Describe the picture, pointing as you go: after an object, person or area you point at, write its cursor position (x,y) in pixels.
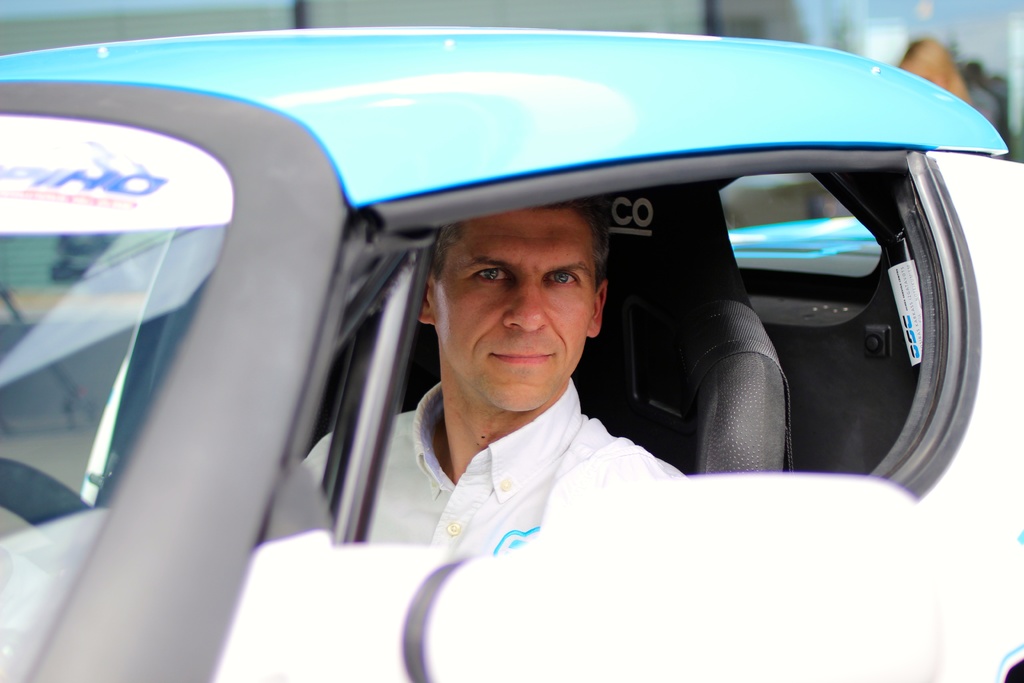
In this Image I see a man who is sitting in the car (884,139).
